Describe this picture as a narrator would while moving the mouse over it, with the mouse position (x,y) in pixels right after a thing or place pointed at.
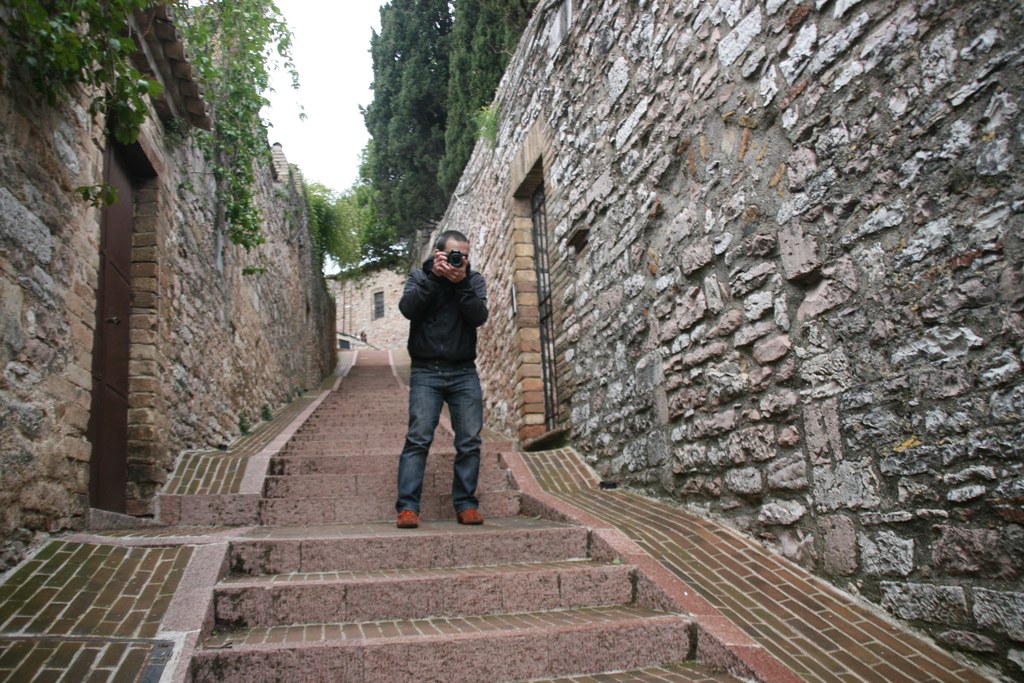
In this image we can see a man (467,284) holding a camera (459,264) with his hands (451,275). Here we can see steps (402,418), walls (368,309), door (103,408), window (377,296), and trees (383,253). In the background (189,1) there is sky (370,3).
